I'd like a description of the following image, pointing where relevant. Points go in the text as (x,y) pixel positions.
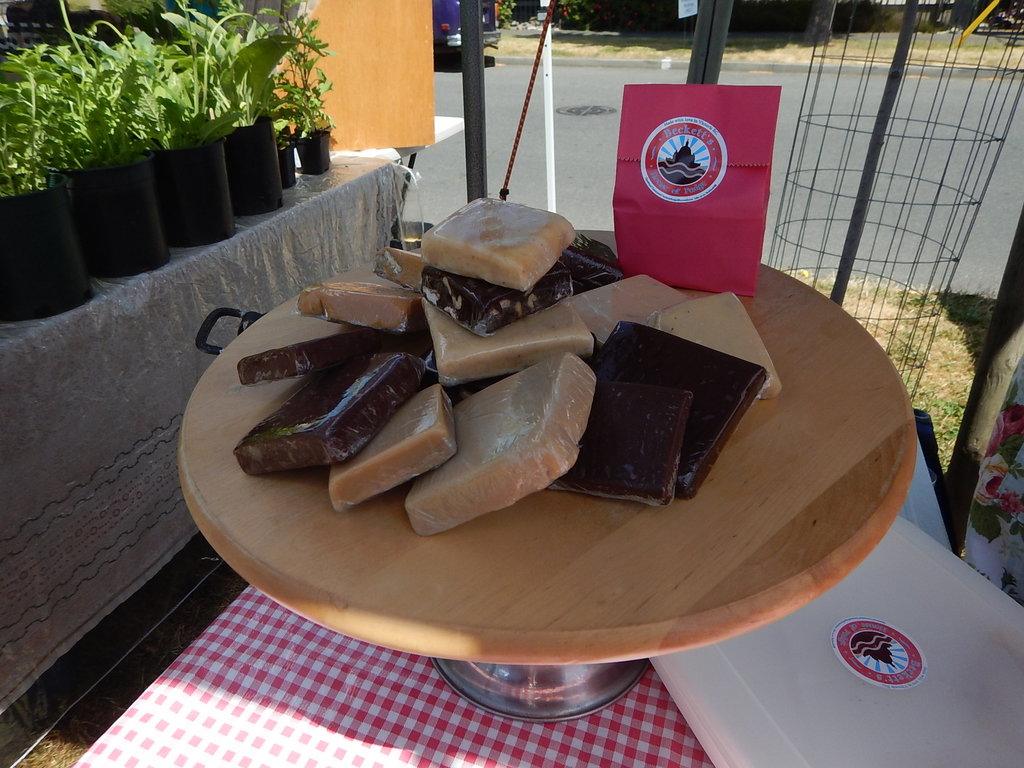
At the bottom of this image (294,722) I can see a table (246,695) which is covered with a cloth (332,718). On the table (418,704), I can see a white color box (829,655) and a board (651,592) are placed. On this board (609,532) I can see some food packets (465,352) which are looking like chocolates (689,374). On the left side (125,135) there are some house plants (138,131) are placed on the table (168,324). In the background (579,84), I can see the road (576,163). On both sides of the road (982,148) I can see the grass (968,306).
